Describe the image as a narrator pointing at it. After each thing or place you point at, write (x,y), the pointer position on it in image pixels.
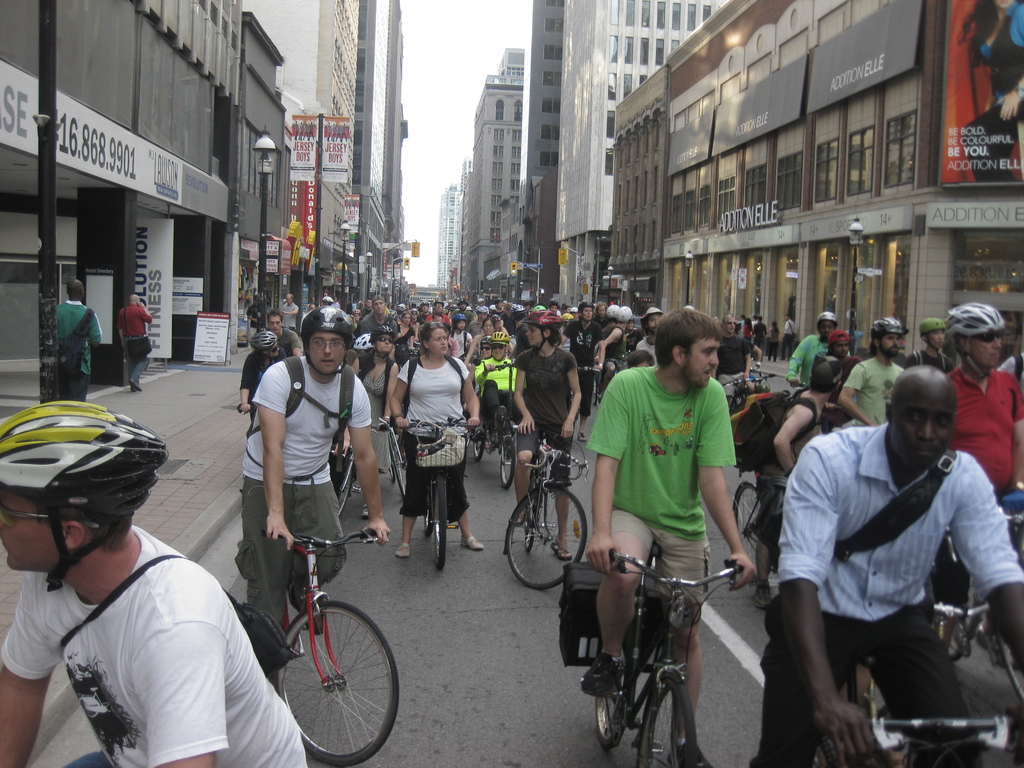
In this Image I see people (92,582) in which most of them are with the cycle (895,737) and few of them are standing on the path (221,377). In the background (160,363) I see number of buildings (554,19).
